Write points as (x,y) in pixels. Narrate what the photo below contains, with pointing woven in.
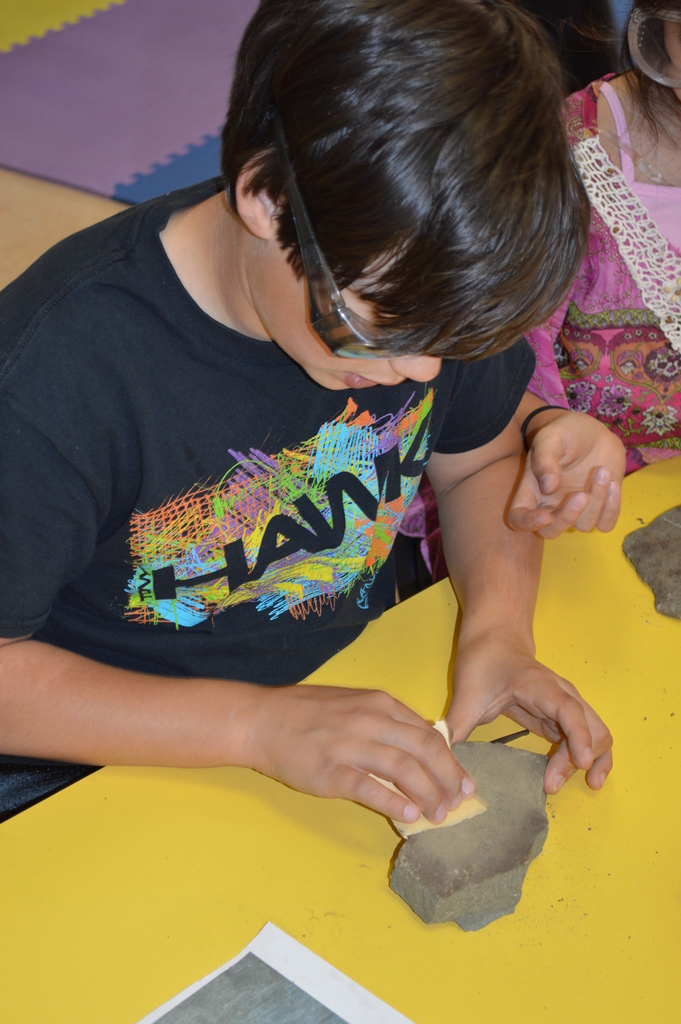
In this image we can see a boy (414,308) and a girl (634,274) sitting in front of a yellow color table (286,848) and on the table (521,933) we can see two stones (535,798) and also a paper (235,979). In the background (11,87) we can see a carpet (61,80) on the floor (45,198).
